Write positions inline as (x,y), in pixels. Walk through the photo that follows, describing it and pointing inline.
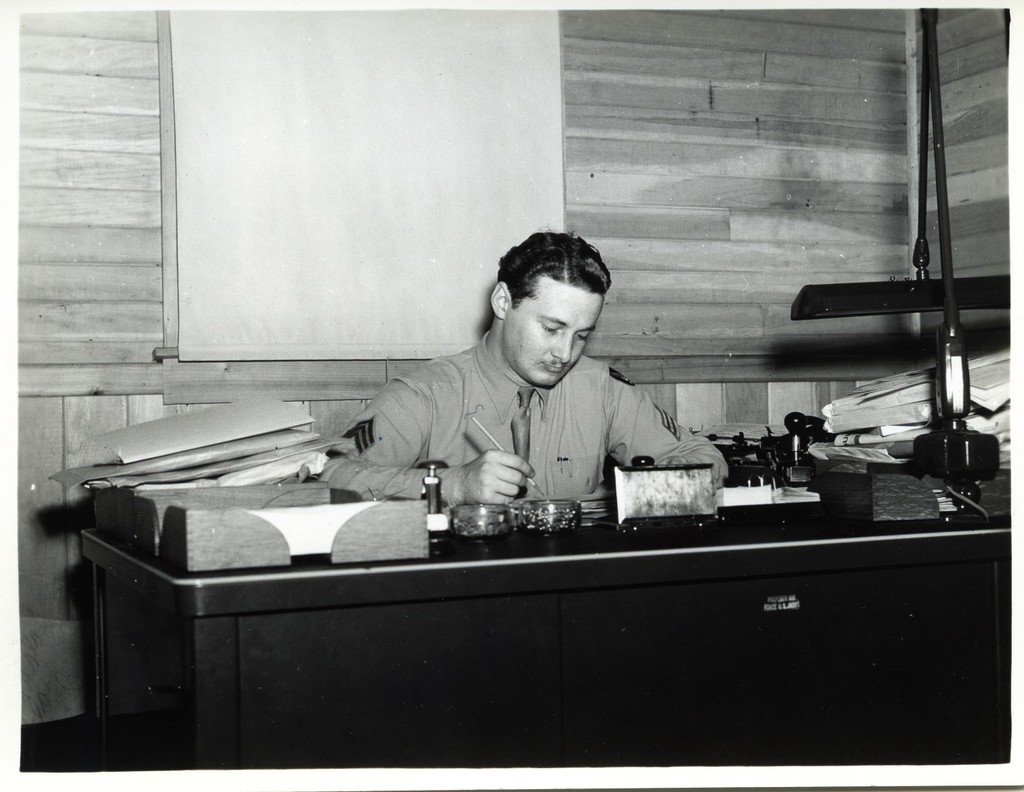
In the center of the image (572,417) we can see a person (507,439) is sitting and he is holding some object (496,445). In front of him, there is a table (443,628). On the table (443,628), we can see books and a few other objects (327,548). In the background (629,212) there is a wooden wall (753,123) and a board (405,98).
